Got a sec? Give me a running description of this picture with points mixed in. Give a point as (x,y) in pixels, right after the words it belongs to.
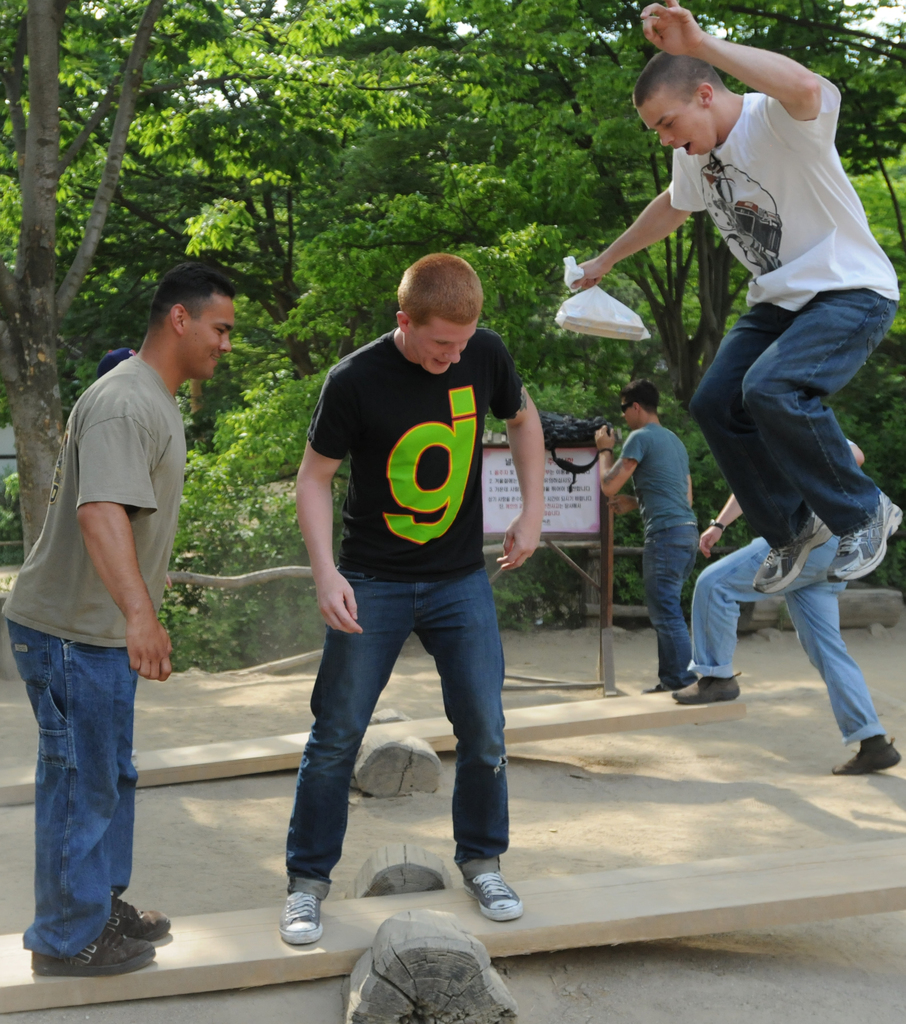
In the picture I can see people (473,461) are standing among them one man (806,296) is in the air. In the background (553,715) I can see trees (280,395), wooden objects (583,881), white color board (547,529) and some other objects (585,438).
